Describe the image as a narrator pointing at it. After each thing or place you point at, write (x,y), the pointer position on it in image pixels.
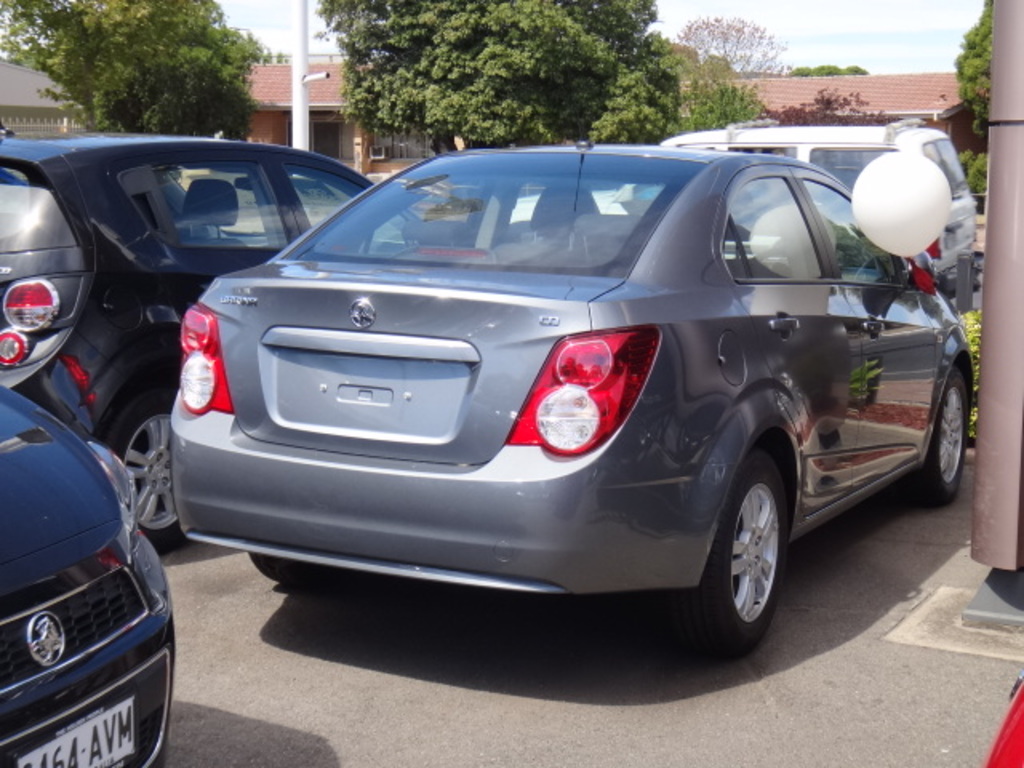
In this image, I can see four cars (359,426), which are parked. This looks like a balloon (917,216), which is white in color. These are the trees (344,85). I can see a pole (304,15). This looks like a house (382,152) with the roof (257,86).
